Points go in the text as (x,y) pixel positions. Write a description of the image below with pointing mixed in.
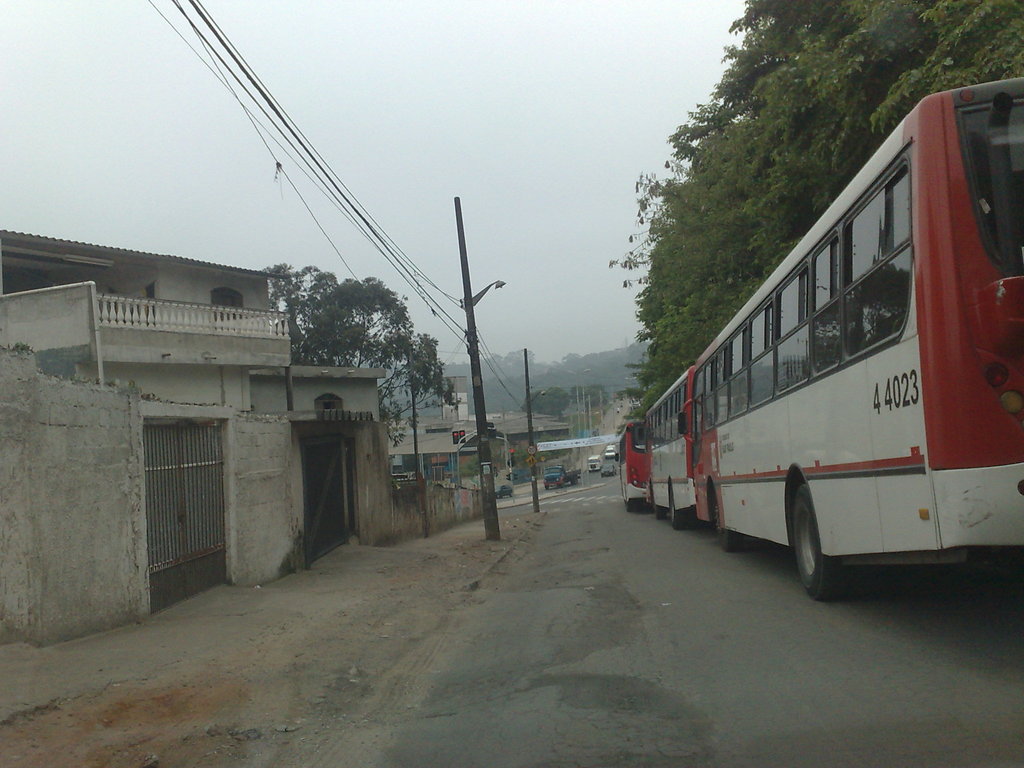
There are few vehicles (683,450) on the road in the right corner (779,445) and there are few buildings (300,400), poles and wires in the left corner (235,335) and there are trees (679,254) in the background (695,251).
